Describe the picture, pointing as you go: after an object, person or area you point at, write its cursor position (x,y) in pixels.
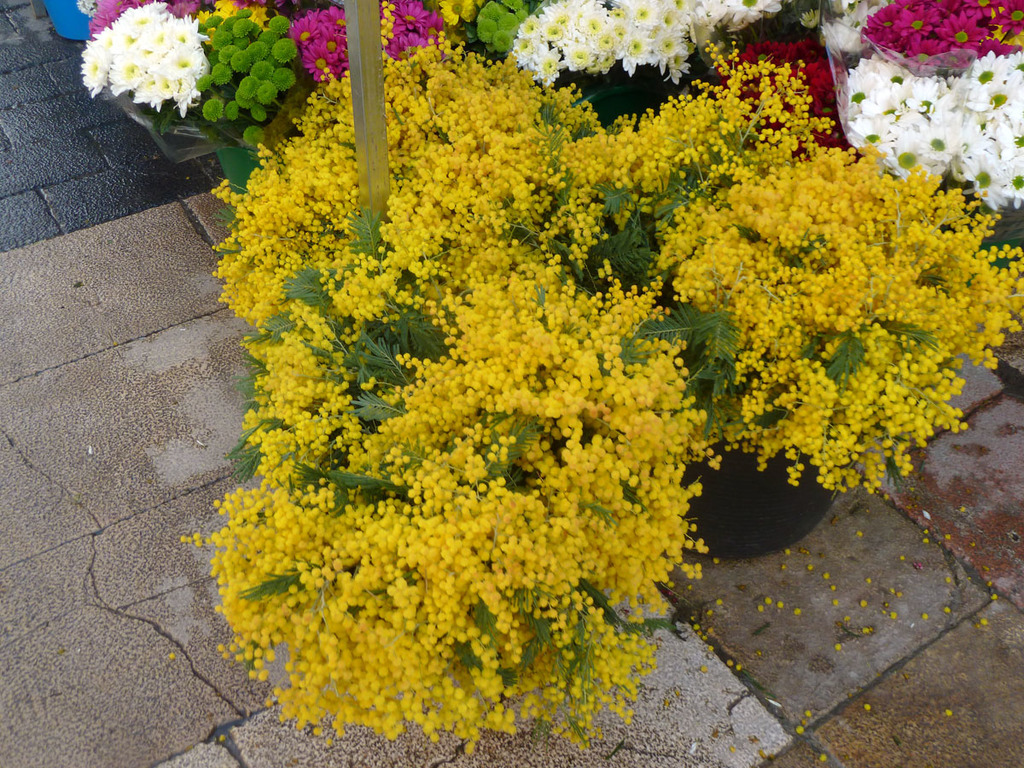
We can see flowers (628,187), plants (526,205), pole (383,171) and floor (648,754).
